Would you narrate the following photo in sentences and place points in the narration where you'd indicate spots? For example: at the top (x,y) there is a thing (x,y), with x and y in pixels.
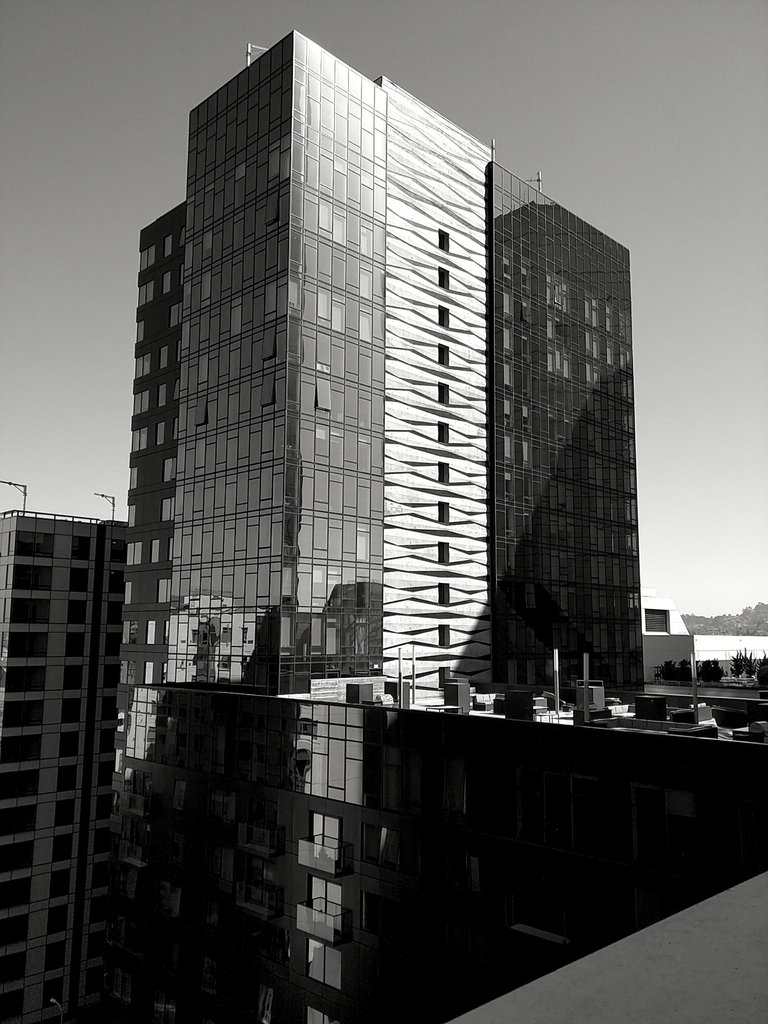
This is a black and white image where we can see buildings (225,635) and few plants (751,666). In the background (716,624), there are trees (730,619) and the sky (662,260).
